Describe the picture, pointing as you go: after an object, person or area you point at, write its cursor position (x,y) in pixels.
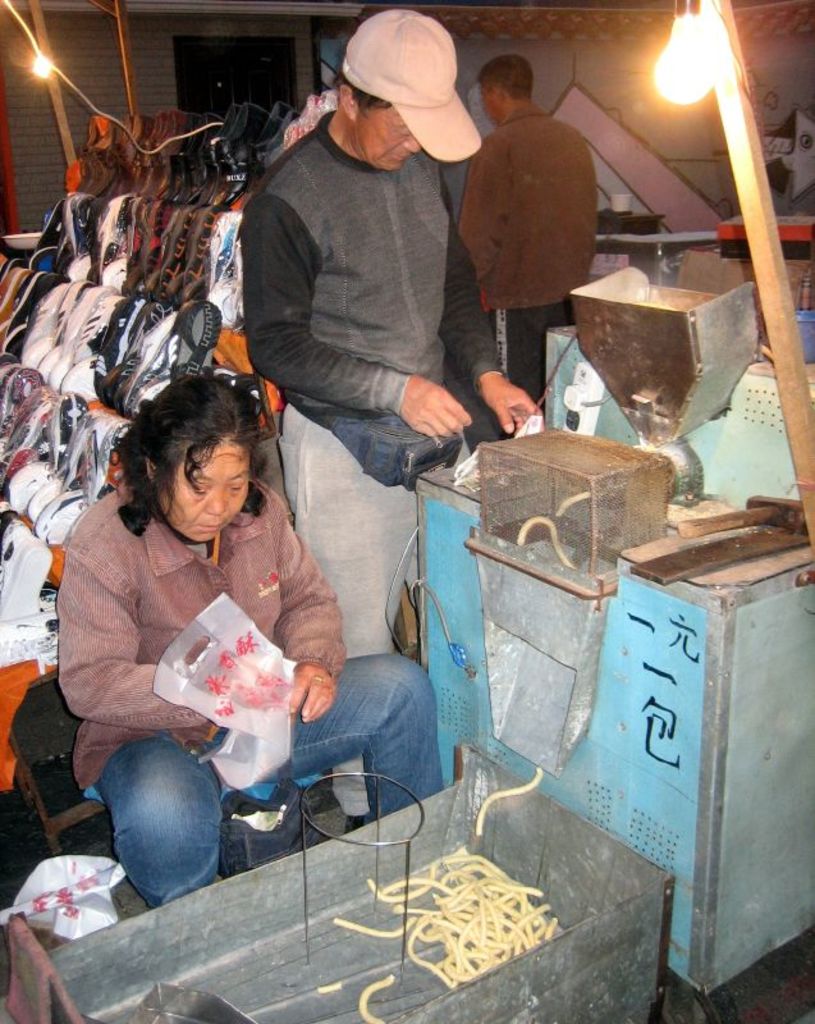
In this image, we can see few people (426,355). Here a woman (240,587) is sitting and holding cover (247,702). At the bottom (558,975), we can see the box (578,955), eatable thing (450,930), stand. Right side of the image (763,621), we can see a machine (746,295), pole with light (689,87). Left side of the image (218,301), we can see so many foot wears (141,296). Background (159,83) there is a house (88,93), poles (55,97), light (41,55), some objects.
